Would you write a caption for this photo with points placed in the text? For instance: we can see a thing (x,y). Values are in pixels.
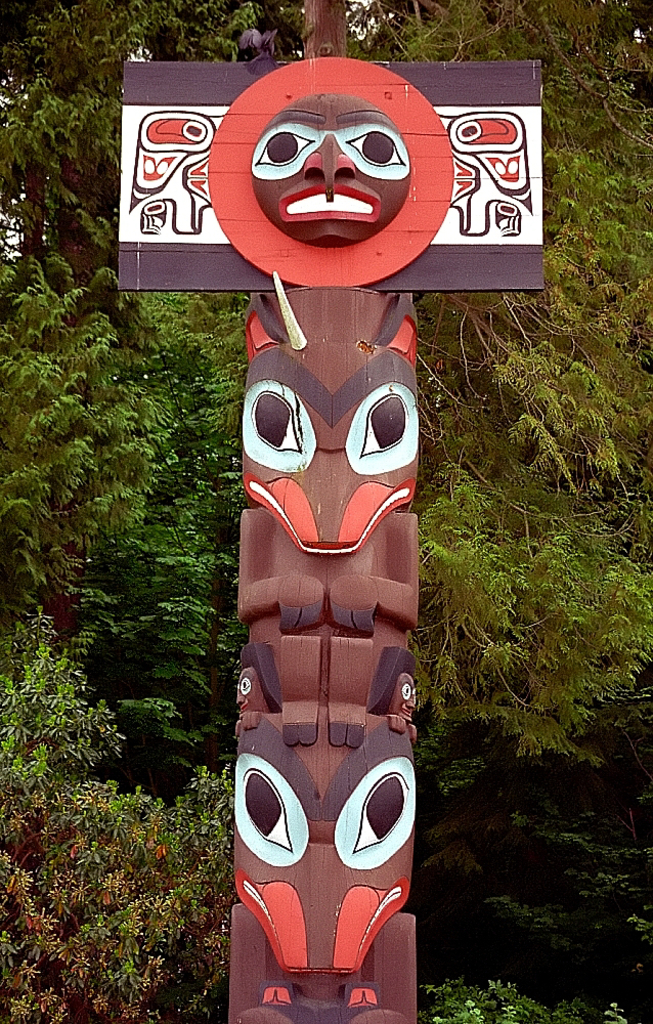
In this picture, in the middle (294,513), we can see a statue (263,843). In the background (225,872), we can see some trees (460,369).
